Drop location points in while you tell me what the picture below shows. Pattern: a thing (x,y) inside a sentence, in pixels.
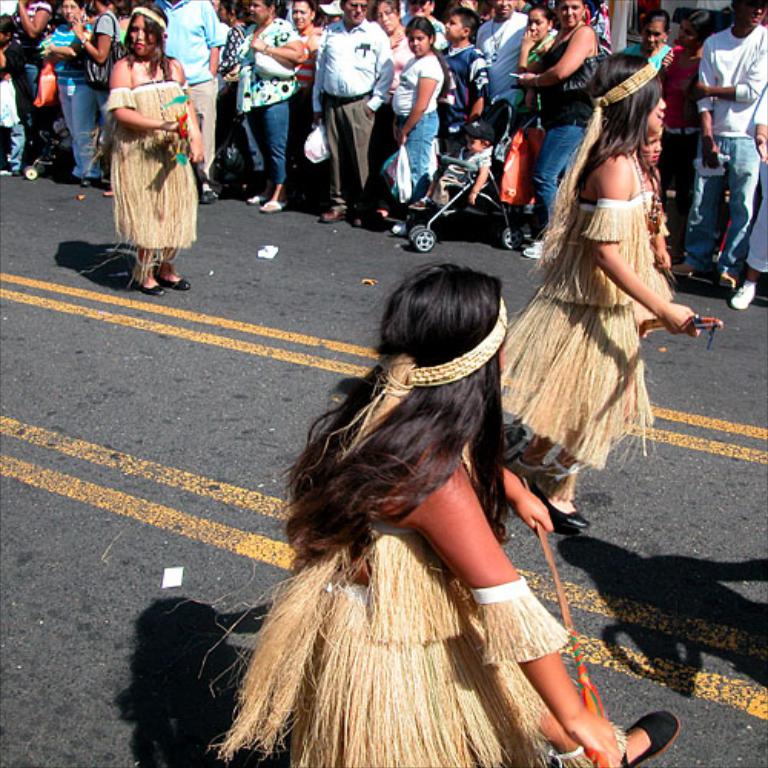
In the image we can see the three women (566,484) were dancing on road (345,244) and this group of people (306,130) are looking at them.
